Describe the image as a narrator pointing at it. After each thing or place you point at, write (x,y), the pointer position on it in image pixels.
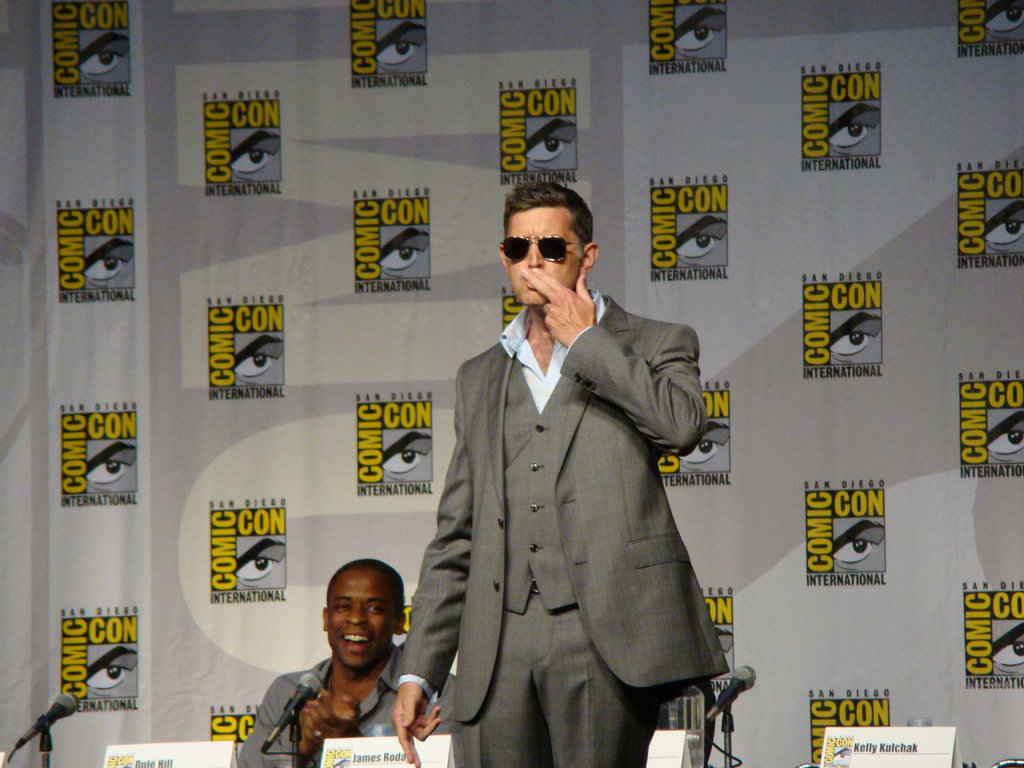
In this picture we can see a person (525,536) in the blazer (500,486) is standing and another person (396,681) is sitting. In front of the sitting person (370,664) there are microphones (63,709) and name plates (195,744). Behind the people (392,637), it looks like a board (806,600).
